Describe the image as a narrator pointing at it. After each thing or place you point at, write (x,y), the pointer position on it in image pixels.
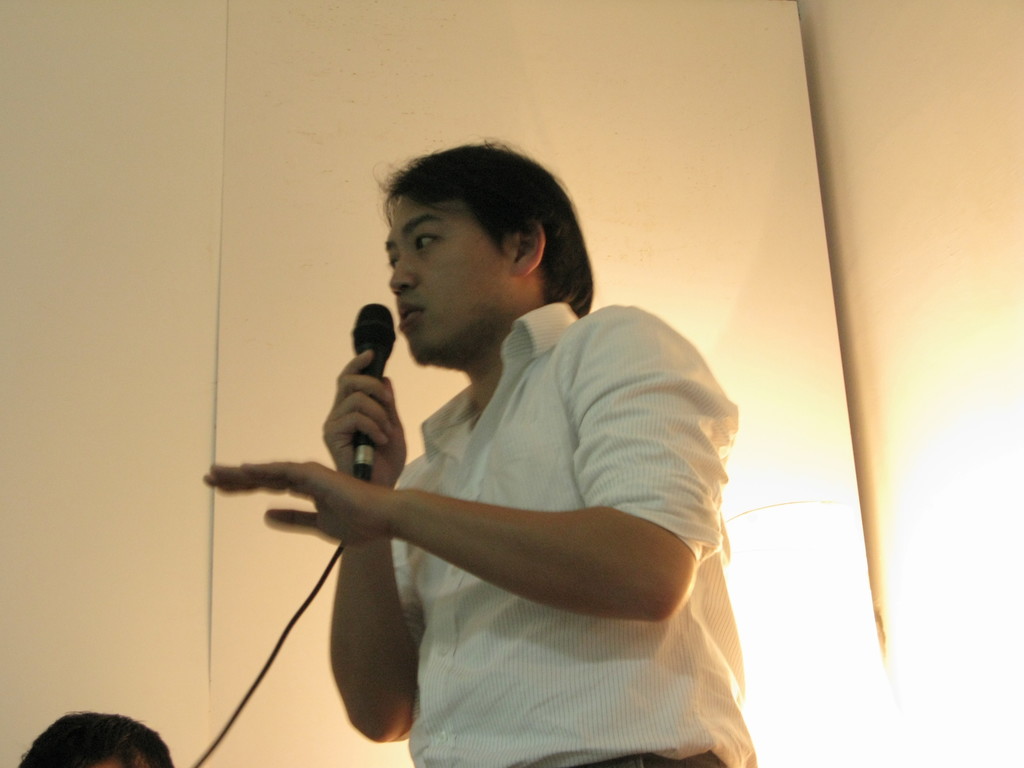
In this image we can see a person (526,404) standing and holding a mic (360,446) in one of his hands (324,499). In the background (126,270) we can see walls (227,756) and light (761,587).
